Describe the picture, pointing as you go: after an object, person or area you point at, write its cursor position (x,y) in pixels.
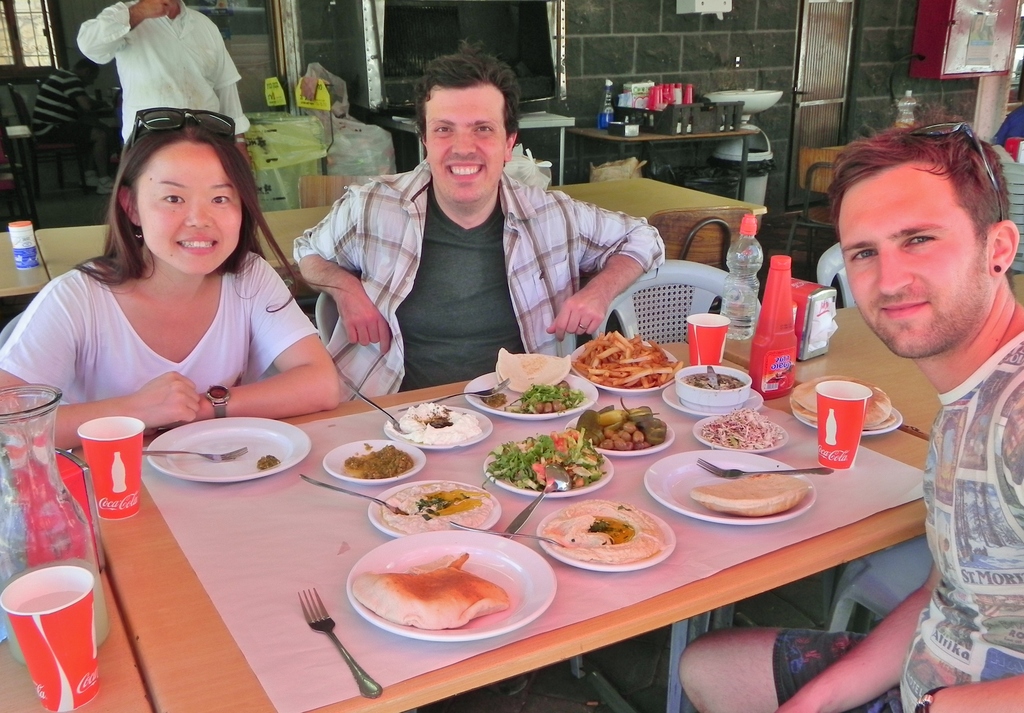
In this image we can see there are people (465,316) sitting on the chairs (868,593). In front of them there is a table (499,465), on the table (604,484) there are food items (438,427) on the plate (511,564) and there are spoons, paper (325,521), bottle (777,345), cups (853,425), box (818,344) and jar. And at the back (756,61) there is a wall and table (743,132), on the table (650,137) there are bottles (692,93). And there is a sink (739,99), bucket (763,172) and the box (948,41).
